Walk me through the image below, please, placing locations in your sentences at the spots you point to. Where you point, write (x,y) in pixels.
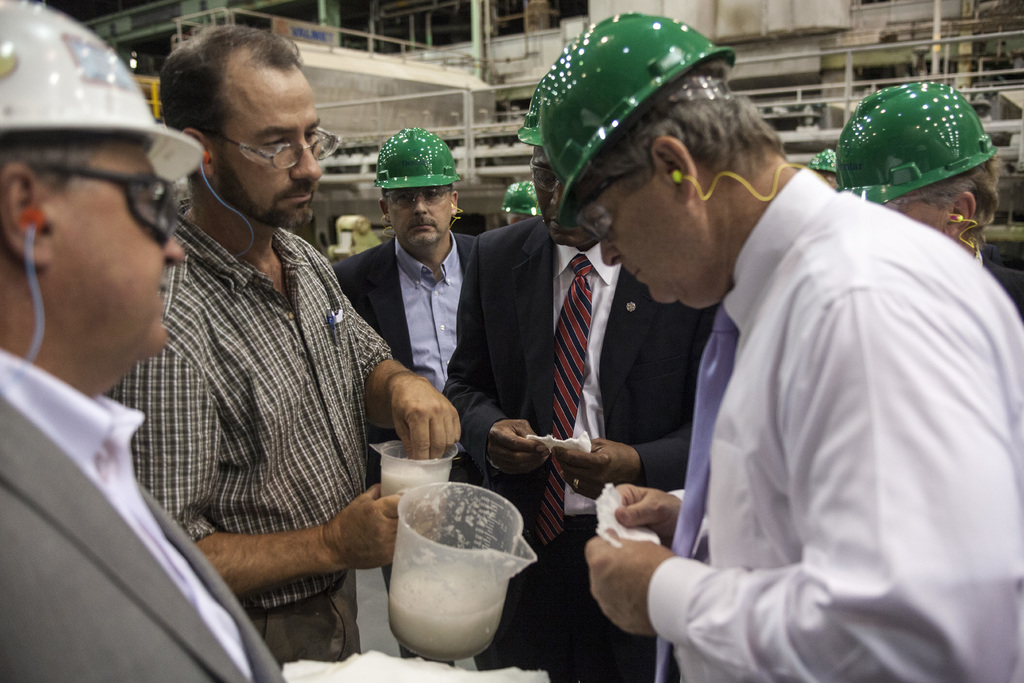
In this image we can see some group of persons (510,361) standing some are wearing green color helmets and a person (60,147) wearing white color helmet (43,55) and a person (409,447) holding some jugs (415,554) in his hands (382,531) in which there is some liquid (391,484) which is white in color and in the background of the image (364,36) there are some pipes (470,90), rods (456,91).
